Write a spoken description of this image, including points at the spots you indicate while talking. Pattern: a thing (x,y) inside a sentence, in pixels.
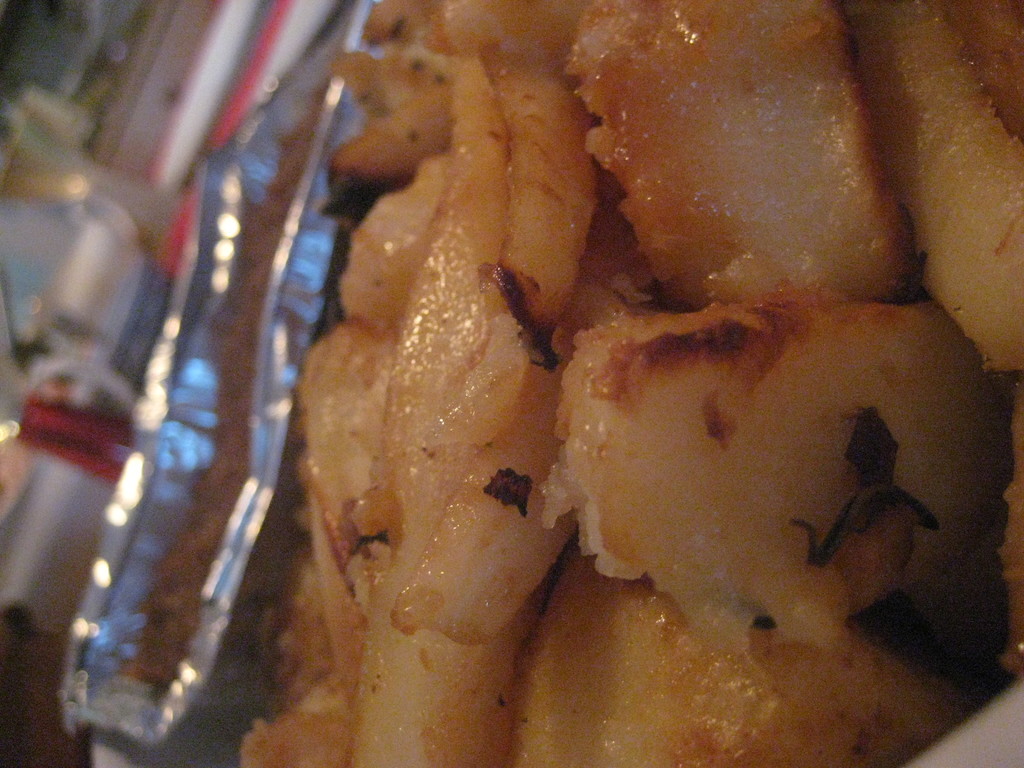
This image consists of a box (301,249). It has eatables (489,557).
